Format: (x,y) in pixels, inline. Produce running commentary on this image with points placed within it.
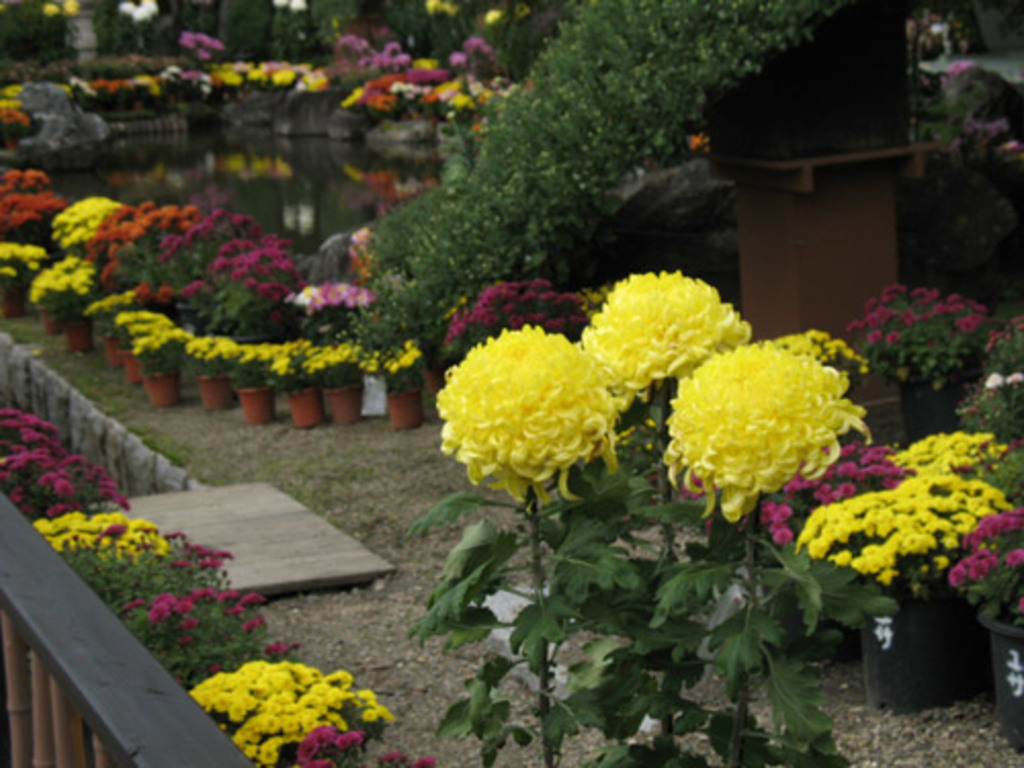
In the background (425,82) we can see the flowers (396,59), plants (57,68) and pots (934,392). In this picture we can see the water (294,198), colorful flowers (981,434), green leaves (634,525). We can see a wooden plank (350,564) and objects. In the bottom left corner of the picture (121,692) it looks like a railing (96,659).
